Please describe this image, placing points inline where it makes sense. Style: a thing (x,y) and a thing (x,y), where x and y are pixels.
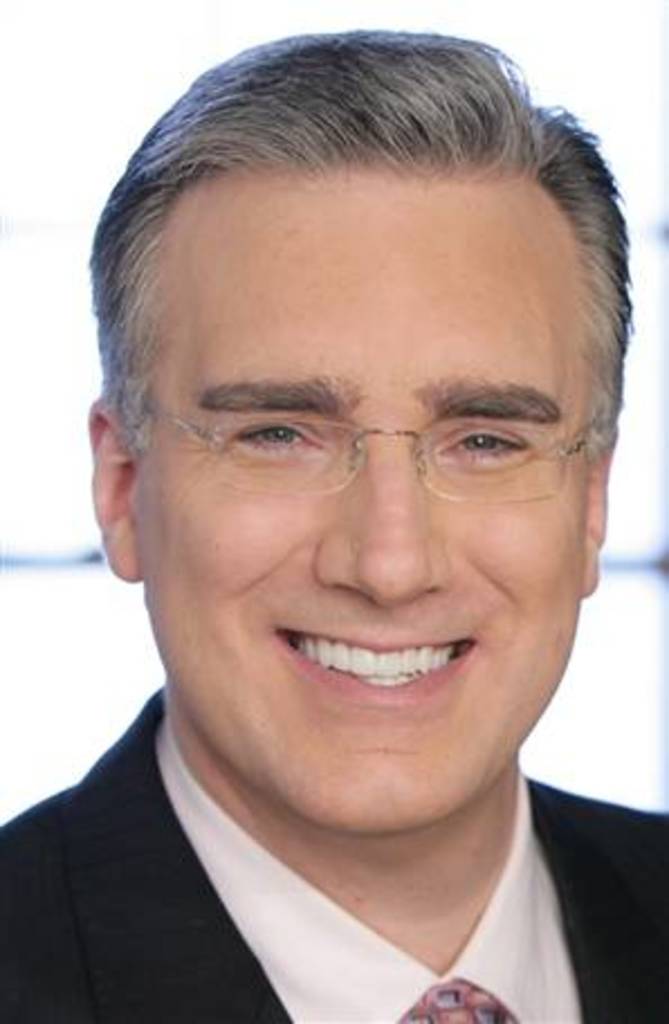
In the image we can see a man (283,834) wearing clothes (521,965), spectacles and he is smiling. The background (151,42) is blurred.
